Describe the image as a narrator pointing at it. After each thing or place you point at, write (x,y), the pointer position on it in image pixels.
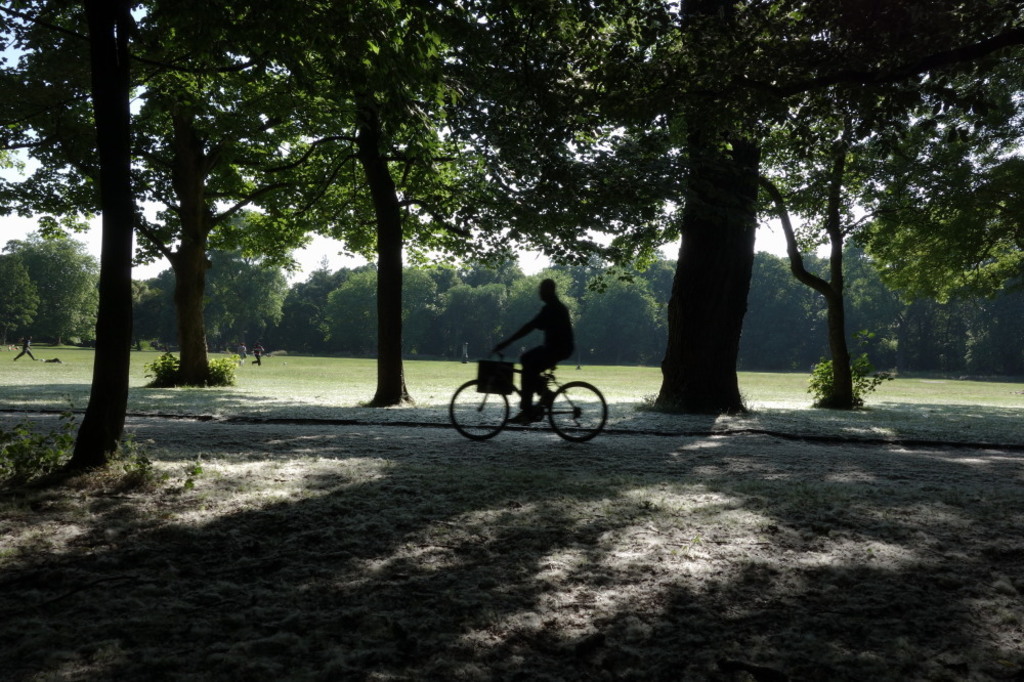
In this image I can see a person (527,387) riding the bicycle (498,389). Back I can see few trees (244,230) and few people (256,360) around. The sky (165,268) is in white color.
